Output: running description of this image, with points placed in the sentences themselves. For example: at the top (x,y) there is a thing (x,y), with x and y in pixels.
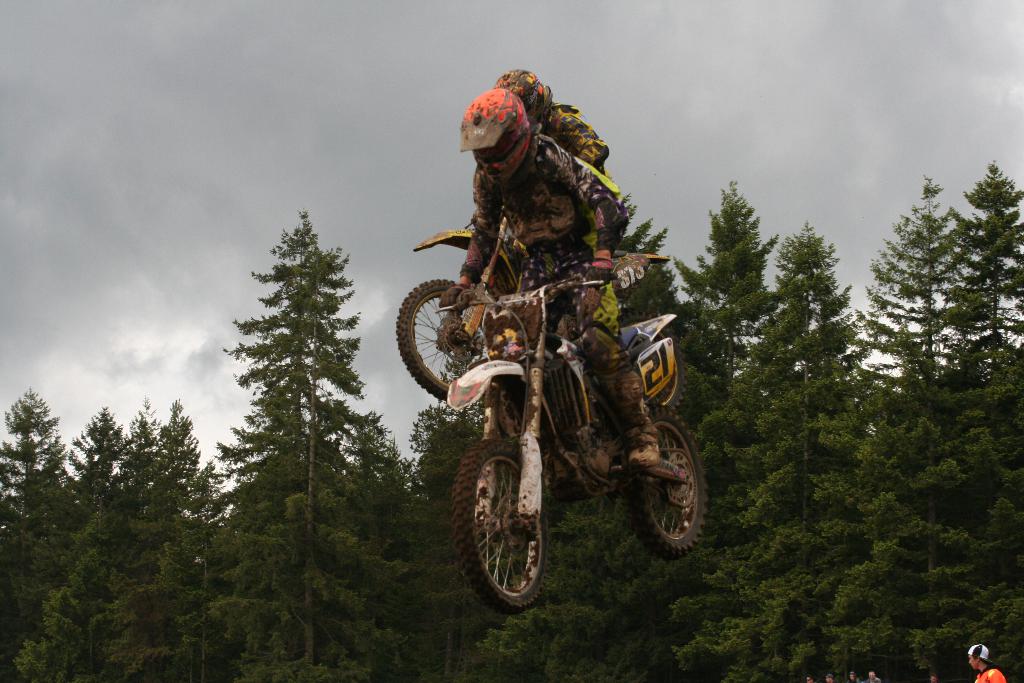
In this picture there are two persons (586,150) were wearing jacket (570,122), helmet (546,92), trouser (615,315) and shoe (641,414). Both of them are doing stunt on the bike (491,419). On the background (606,500) we can see many trees (975,634). On the top (460,41) we can see sky (397,58) and clouds (847,14). On the bottom right (973,649) we can see group of persons (814,682) watching the stunt.
